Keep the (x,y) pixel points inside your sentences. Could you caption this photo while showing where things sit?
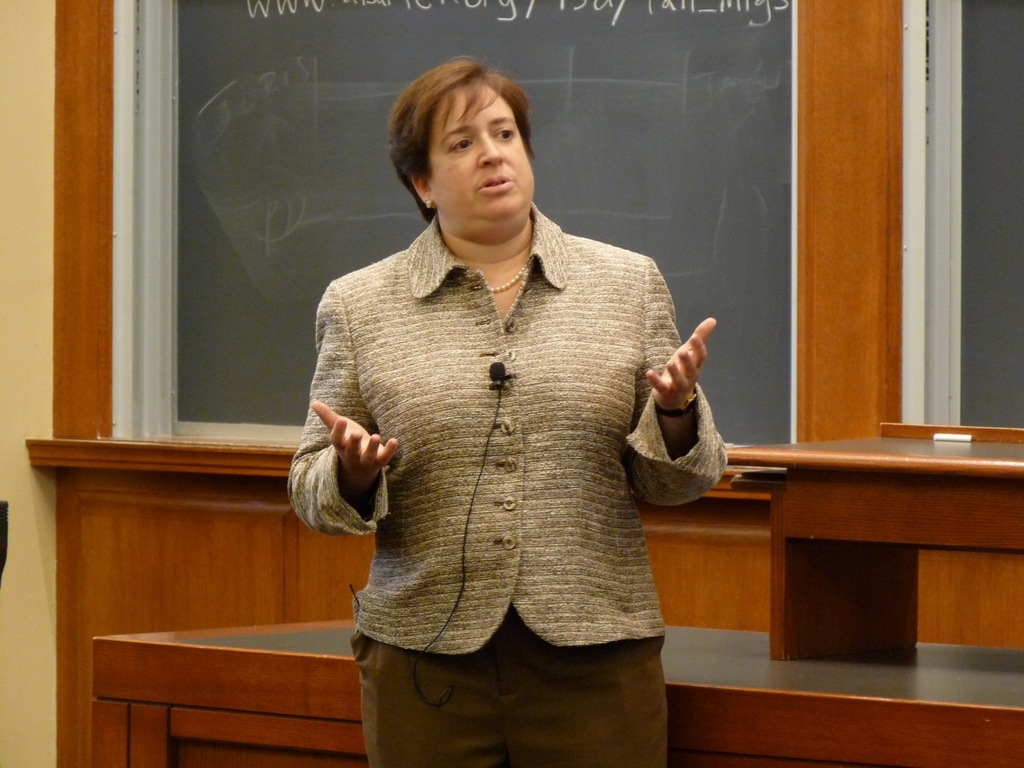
In the center of the image (428,313) we can see a woman (514,371). In the background (312,216) we can see the blackboard (335,157) and there is also the text (554,12) written on the board (735,155). On the right (944,433) we can see a piece of chalk (959,438) on the wooden surface (856,503).
